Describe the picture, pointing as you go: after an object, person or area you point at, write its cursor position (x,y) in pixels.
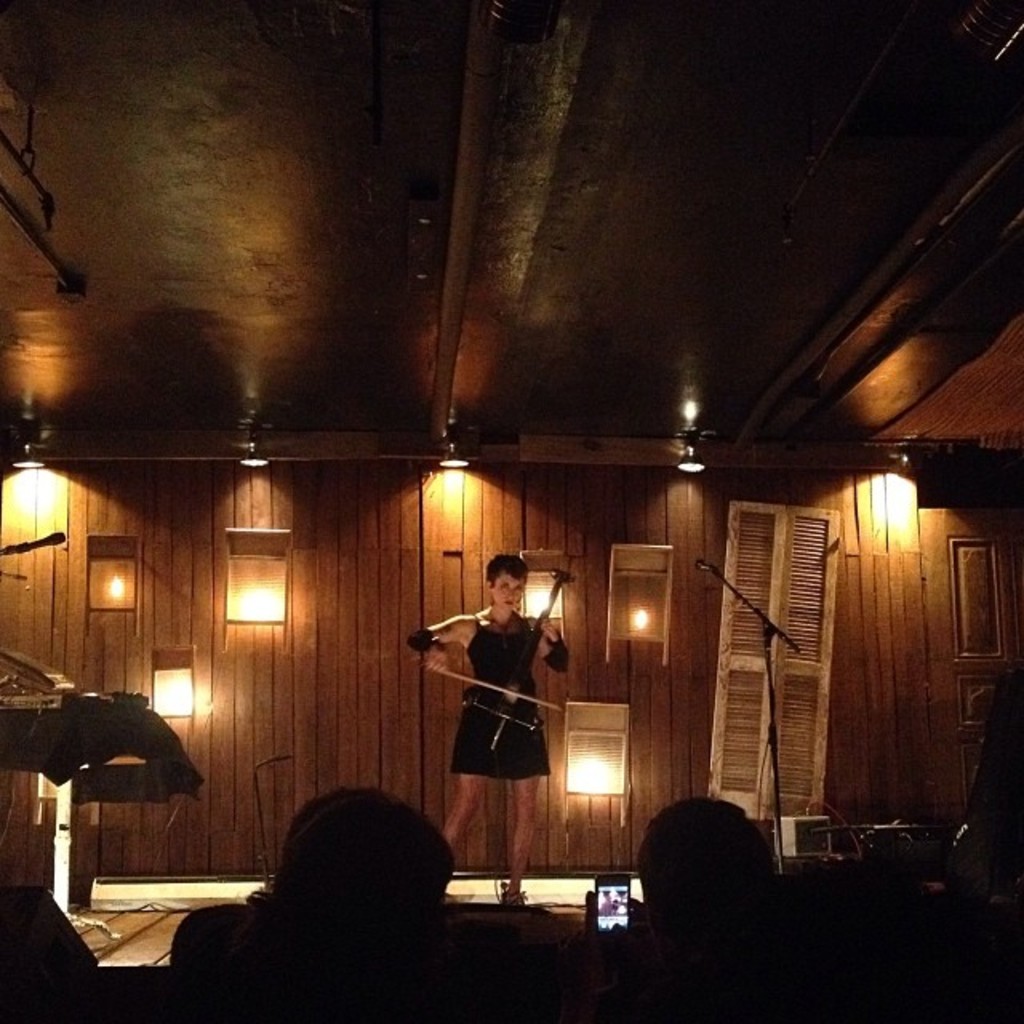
In this picture there is a woman (486,757) wearing a black dress (493,761) holding a string instrument (494,714) in the hand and standing on the stage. Behind there is a wooden panel wall (303,583) with some lights (455,457) and white color wooden door (762,552). In front (224,997) bottom side we can see a group of audience (488,999) sitting and enjoying the music.
